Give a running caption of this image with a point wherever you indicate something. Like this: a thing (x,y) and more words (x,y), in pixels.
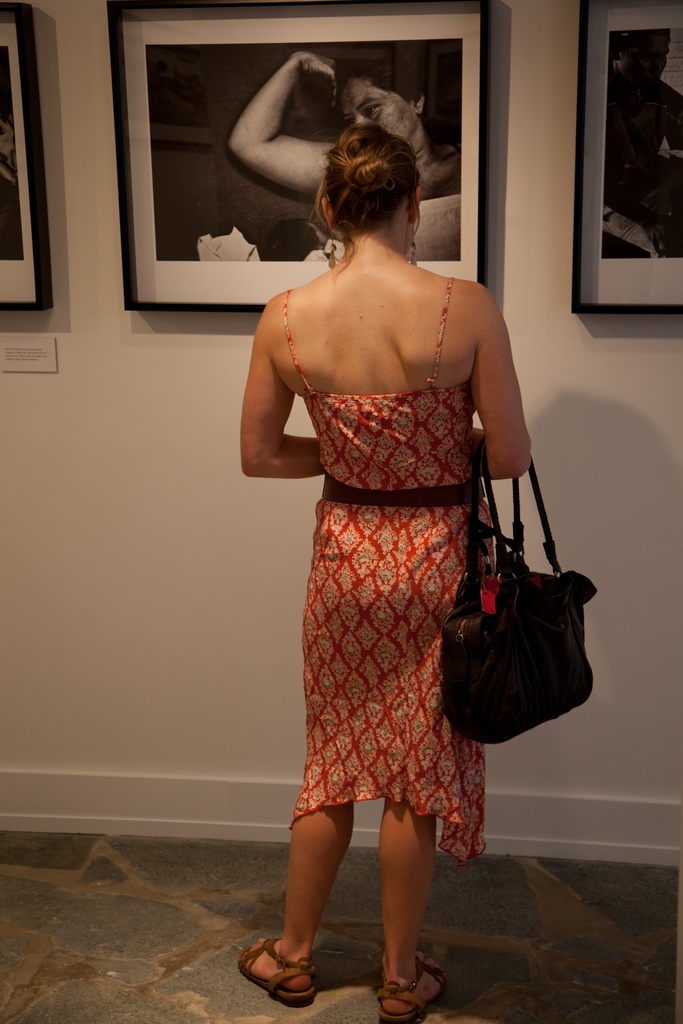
In this image there is a lady (415,711) with hand bag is standing in front of a wall (111,494) on which we can see there are so many photo frames (204,229) on the wall (63,659).
